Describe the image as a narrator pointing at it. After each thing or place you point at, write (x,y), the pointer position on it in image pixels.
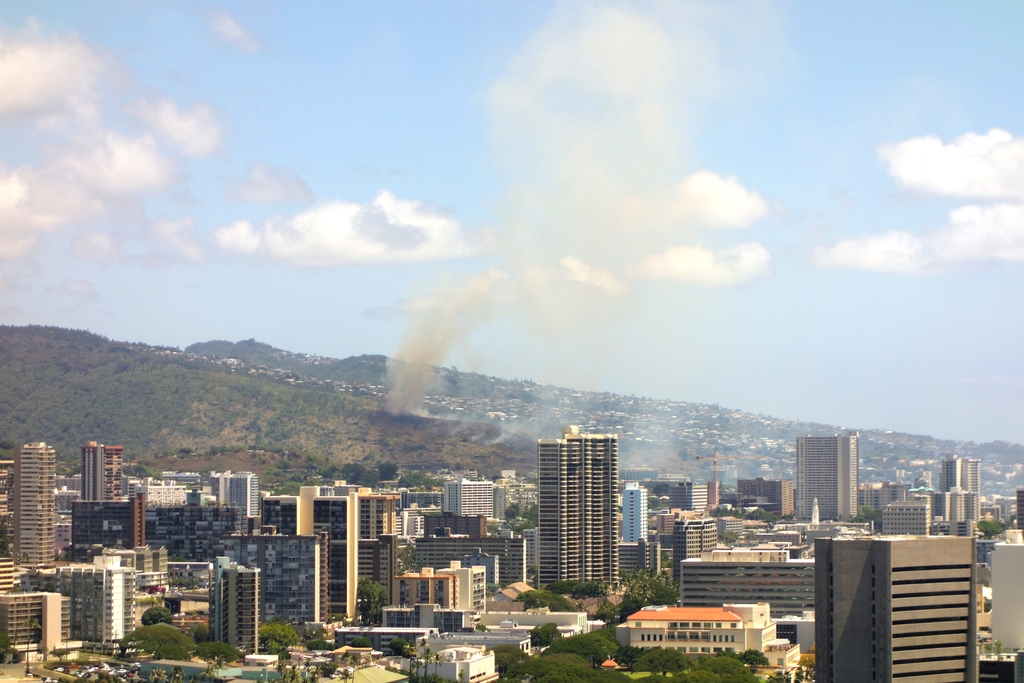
In this image, we can see a cloudy sky (988,249), smoke (421,385) and hills (3,415). At the bottom of the image (630,667), we can see so many buildings (559,580) and trees (606,592).
